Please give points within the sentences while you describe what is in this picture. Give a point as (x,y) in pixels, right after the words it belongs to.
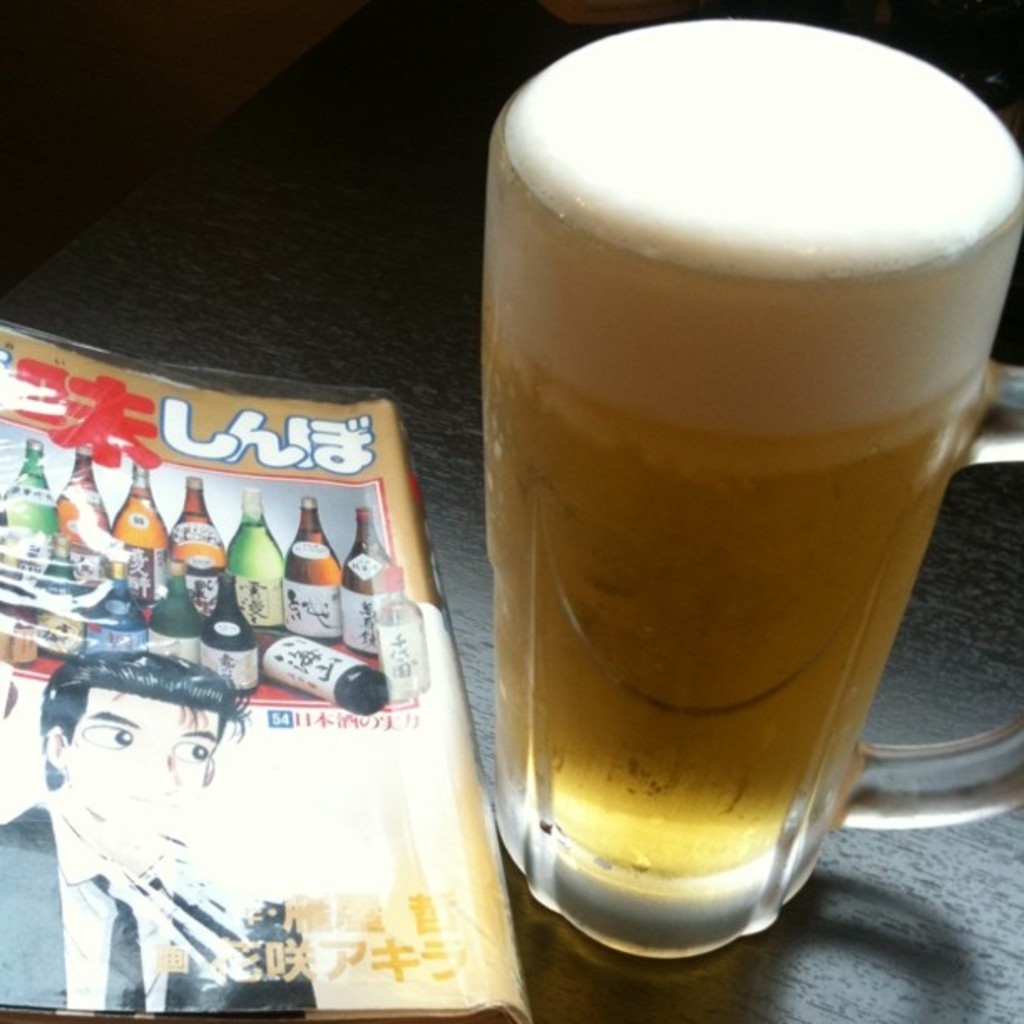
In this picture we can see table (338,126) and on table (148,325) there is book (166,591), glass (610,546) with drink (811,405) in it and on book (213,524) we can see bottles (311,538), person (144,801).
